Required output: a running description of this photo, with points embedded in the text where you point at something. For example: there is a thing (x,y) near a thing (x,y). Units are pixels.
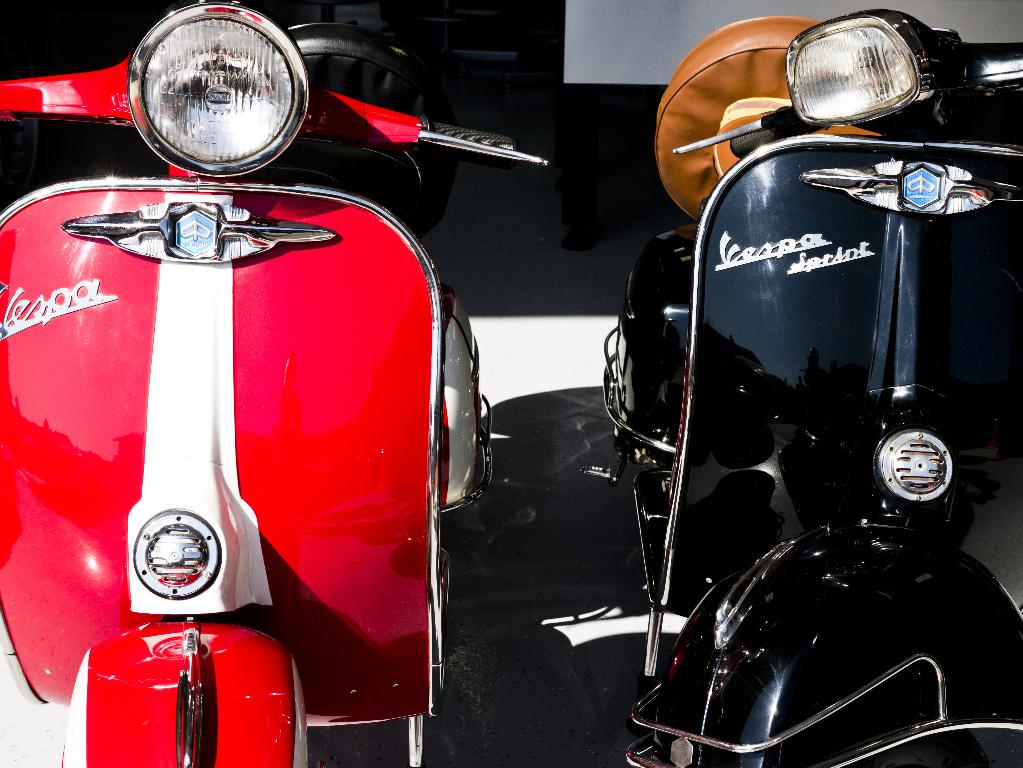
In this image we can see there are two bikes (296,491) parked.
